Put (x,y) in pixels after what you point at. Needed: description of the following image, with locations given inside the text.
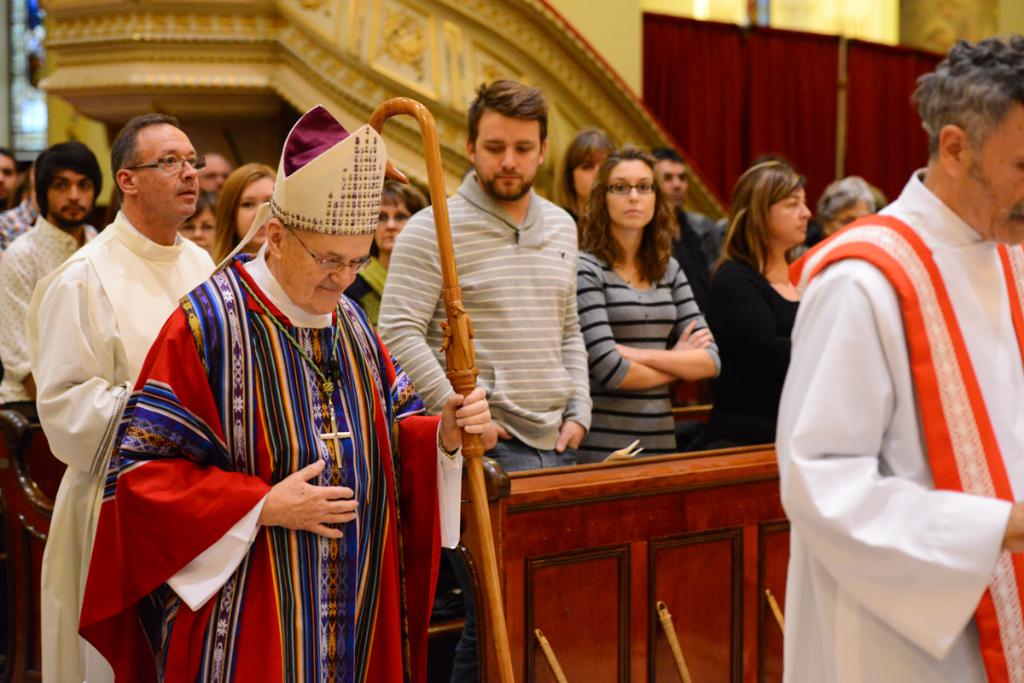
In this image I can see few people (347,252) standing and wearing different color dress (359,341). One person (361,243) is holding wooden stick (469,379). Back Side I can see a maroon curtain (738,100) and wall (632,38).
